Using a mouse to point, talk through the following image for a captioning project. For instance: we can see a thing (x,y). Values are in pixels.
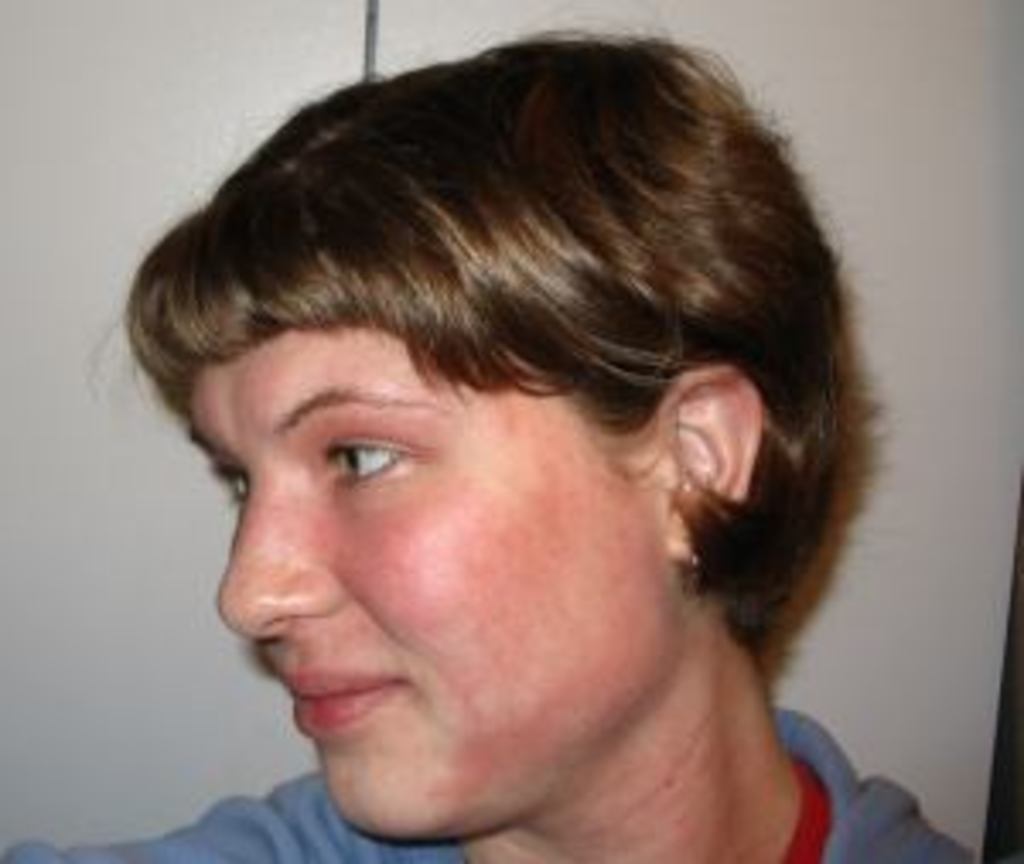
In this image we can see one person (354,592). And behind we can see a wall (198,136).
